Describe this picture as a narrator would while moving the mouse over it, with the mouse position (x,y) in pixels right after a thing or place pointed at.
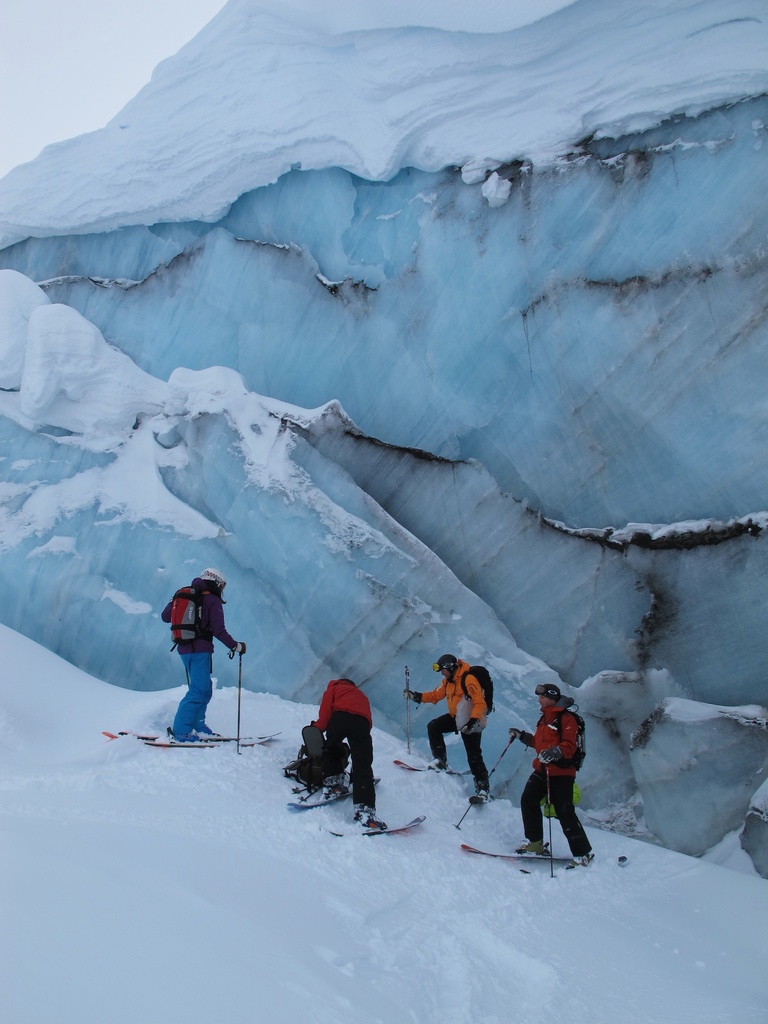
In the image we can see there are four people (567,810) standing, wearing clothes (523,742) and riding on snow skiing (352,788). Everywhere there is a snow (739,961) white in color.
